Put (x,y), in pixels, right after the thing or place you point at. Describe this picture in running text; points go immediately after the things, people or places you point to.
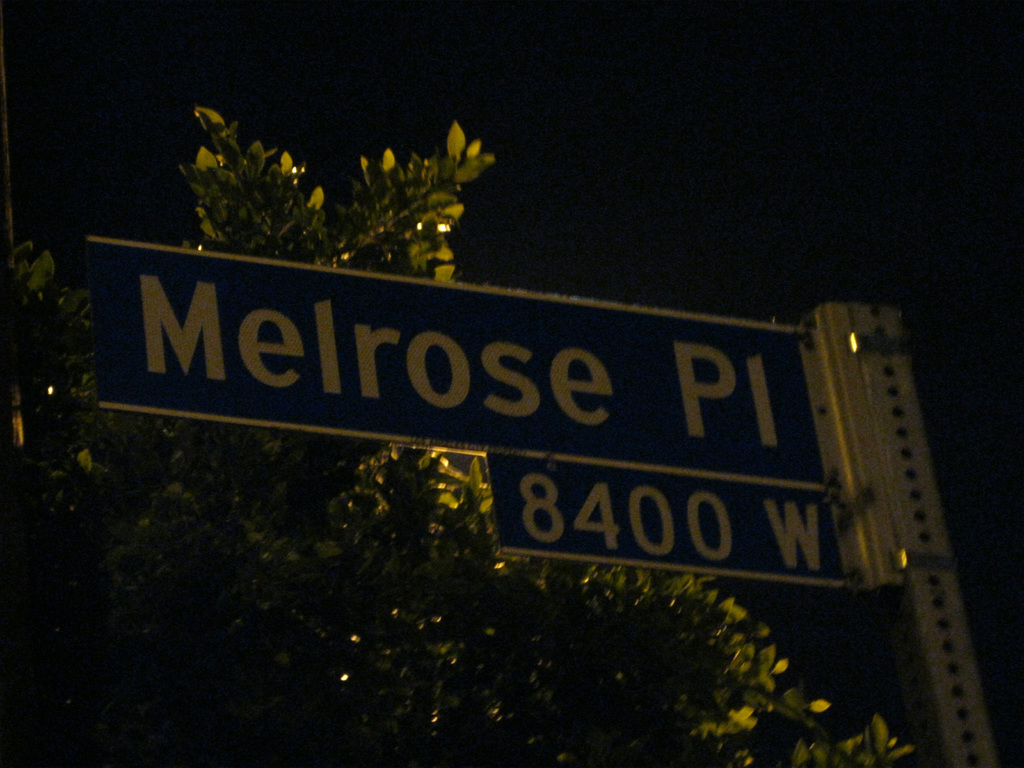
In this image we can see a name board (623,515), tree (349,541) and sky (600,270).
